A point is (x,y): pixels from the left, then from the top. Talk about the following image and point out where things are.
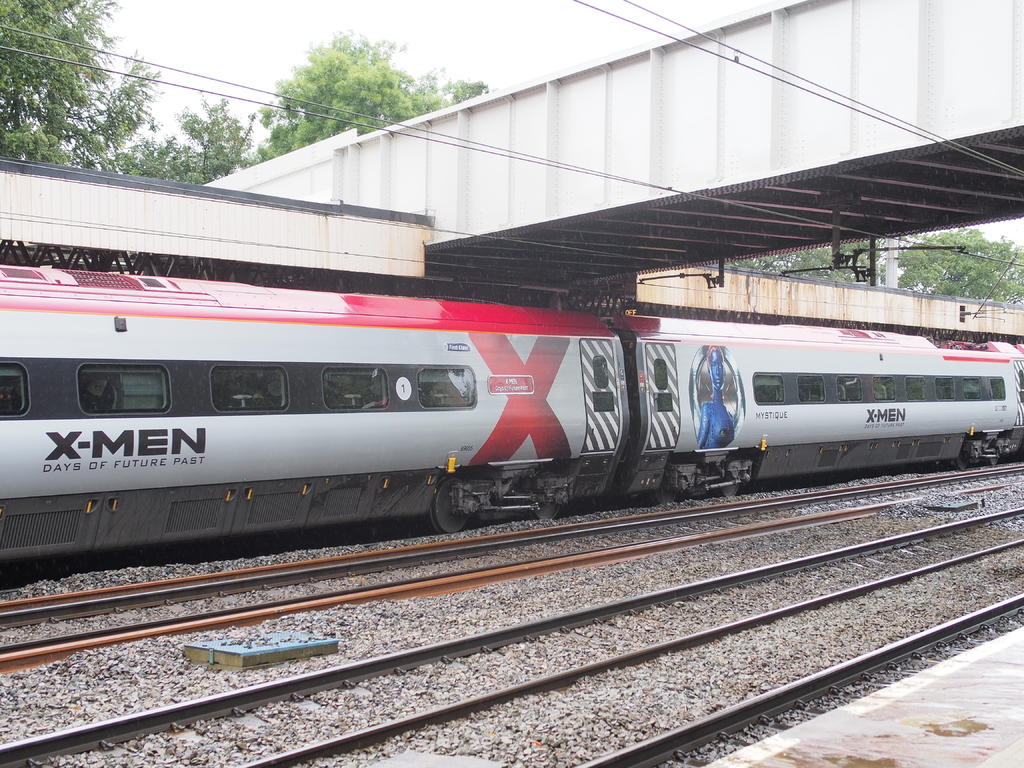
In the foreground of this picture (571,519), we see a train (335,518) moving on a track (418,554) and there are other tracks (651,648) too. On right bottom corner (968,724), we see the platform (952,730). On top (306,226) we see the shed (233,237), trees (406,88) and the sky (293,27).
